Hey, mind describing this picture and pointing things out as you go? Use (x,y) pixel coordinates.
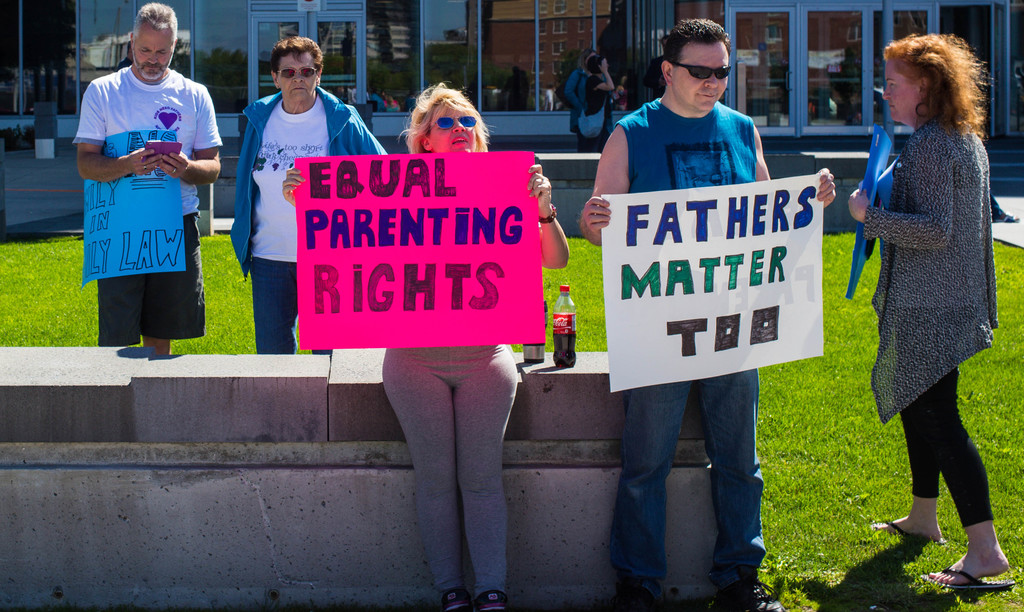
In front of the image there are people (457,351) holding the posters (492,297). Behind them there are a few other people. There is a coke bottle (571,341) and some other object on the platform (388,466). At the bottom of the image (812,494) there is grass (842,474) on the surface (867,417). In the background of the image (561,77) there are dustbins (46,135), plants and buildings (390,81).
